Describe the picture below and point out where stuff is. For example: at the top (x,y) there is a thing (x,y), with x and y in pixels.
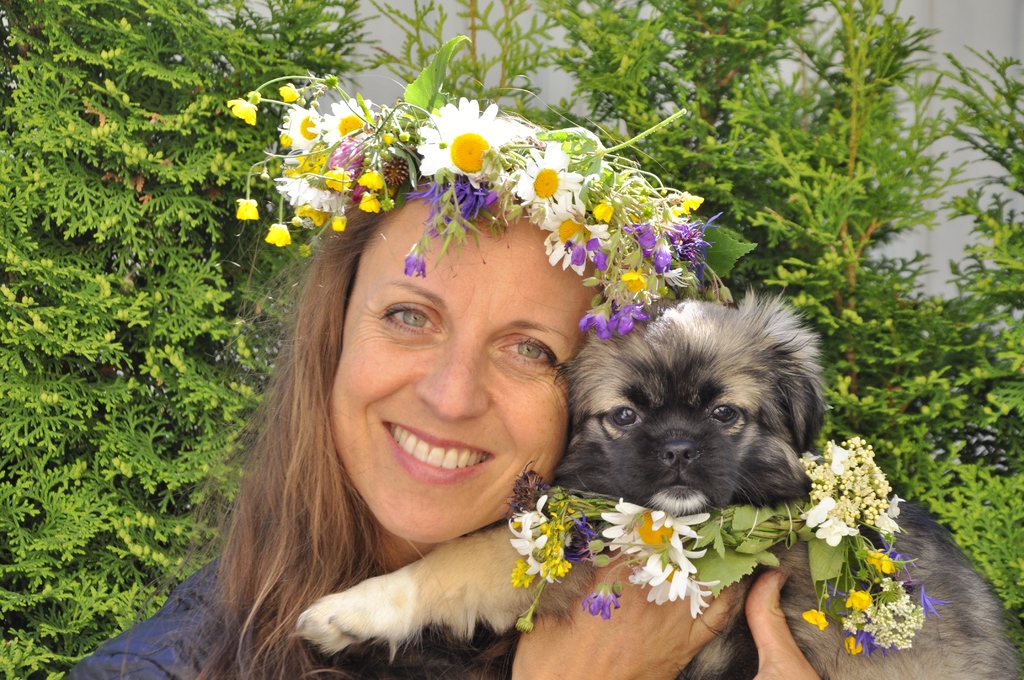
In this picture one woman (435,431) is standing and holding a dog (743,435) and she is wearing one flower crown (560,177) and the dog (480,597) is also wearing one flower garland (731,533) around the neck (779,544) and behind them there are plants (267,280).
